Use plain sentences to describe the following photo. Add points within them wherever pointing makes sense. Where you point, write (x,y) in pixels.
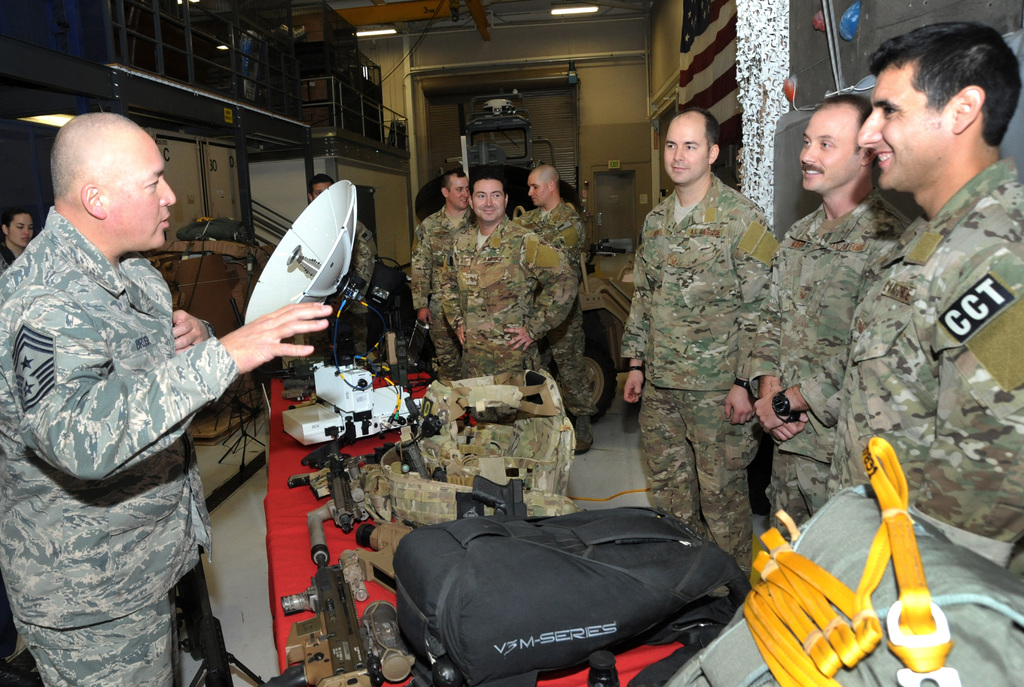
This is the picture of a room (216,134). In this image there are group of people (504,230) standing and smiling. On the left side of the image (258,364) there is a person (143,437) standing and talking. There are bags (746,628), machines (379,392) and objects (388,625) on the table (491,686). At the back (478,147) there are machines (434,203). At the top (725,22) there are lights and there is a flag (690,19).
